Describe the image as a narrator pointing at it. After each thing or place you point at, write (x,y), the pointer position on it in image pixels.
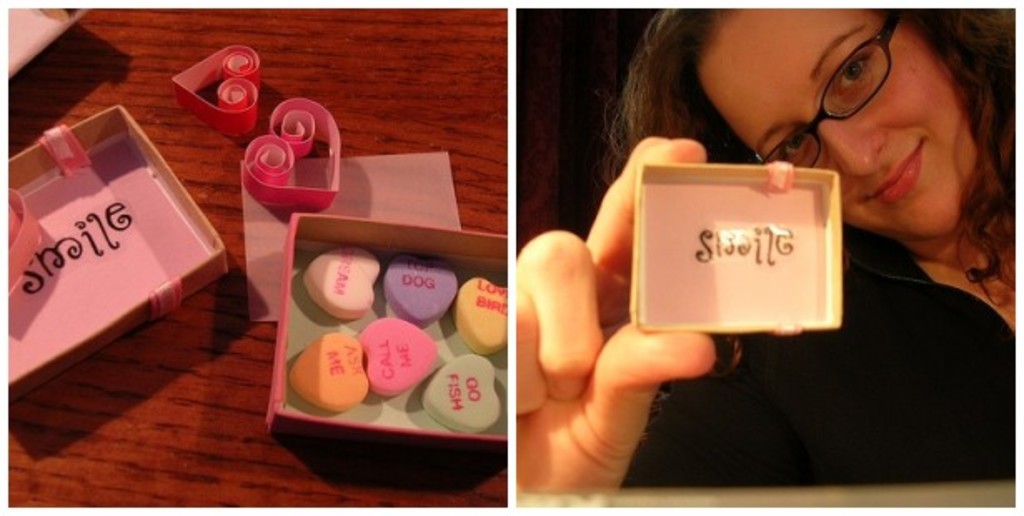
This is a collage picture. In the left side of the image (323,378), I can see candies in a box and there are paper items (280,213) on the table (386,20). In the right side of the image (729,385) there is a woman (650,23) smiling and holding an object (747,242).
